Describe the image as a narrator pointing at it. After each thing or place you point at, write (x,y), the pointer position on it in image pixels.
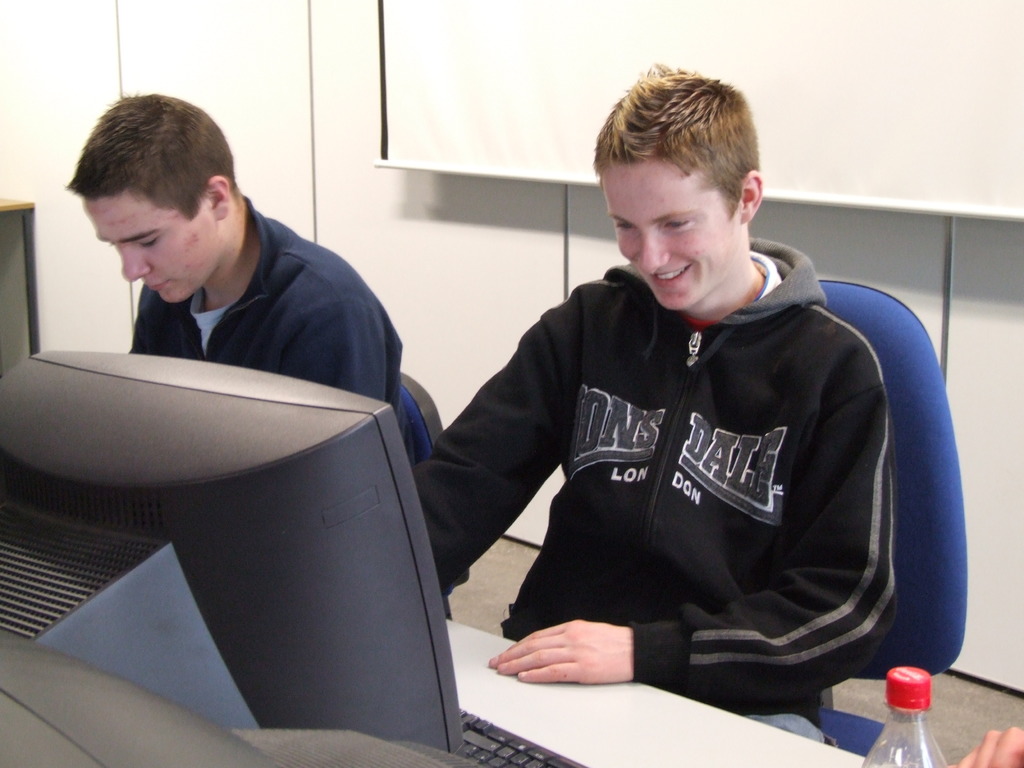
This image consists of persons (367,295) sitting on chair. In front of the person (517,634) there are computers (314,541). In the background (549,75) there is a whiteboard (549,75) in front of the wall (548,210). In the center (560,365) the person (764,442) sitting is smiling. At the bottom right (910,741) there is a bottle (883,739) and the hand (1019,749) of the person (1001,740) is visible.
